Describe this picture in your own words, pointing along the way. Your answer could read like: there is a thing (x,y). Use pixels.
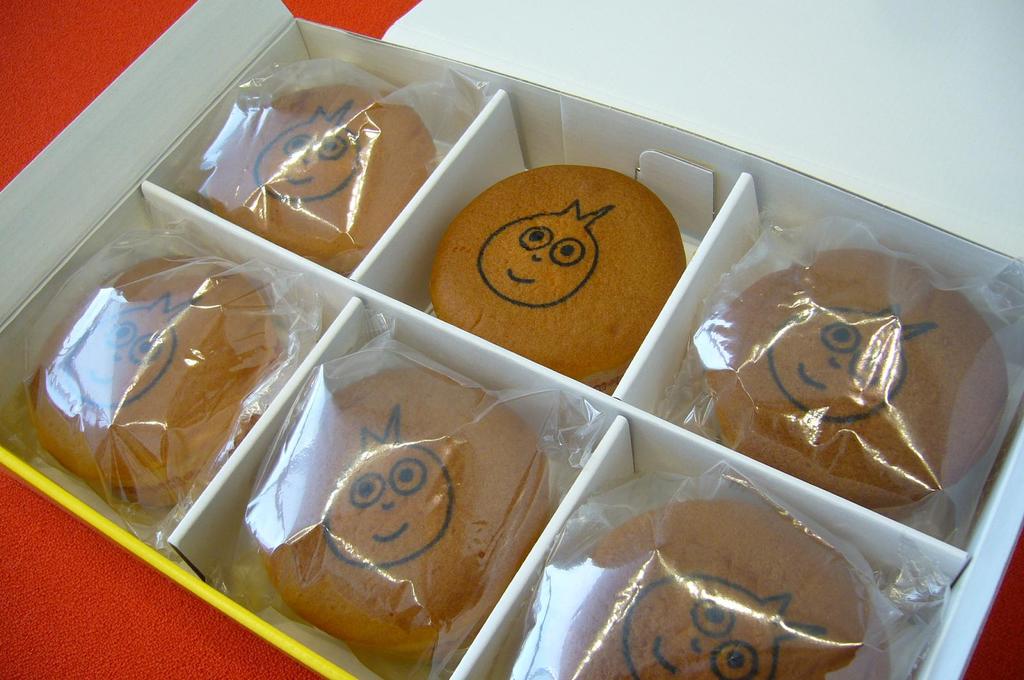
In the image we can see a box (332,294). In the box (43,168) we can see there are six bread buns (537,312) and five of them are wrapped in a plastic cover (126,317).
